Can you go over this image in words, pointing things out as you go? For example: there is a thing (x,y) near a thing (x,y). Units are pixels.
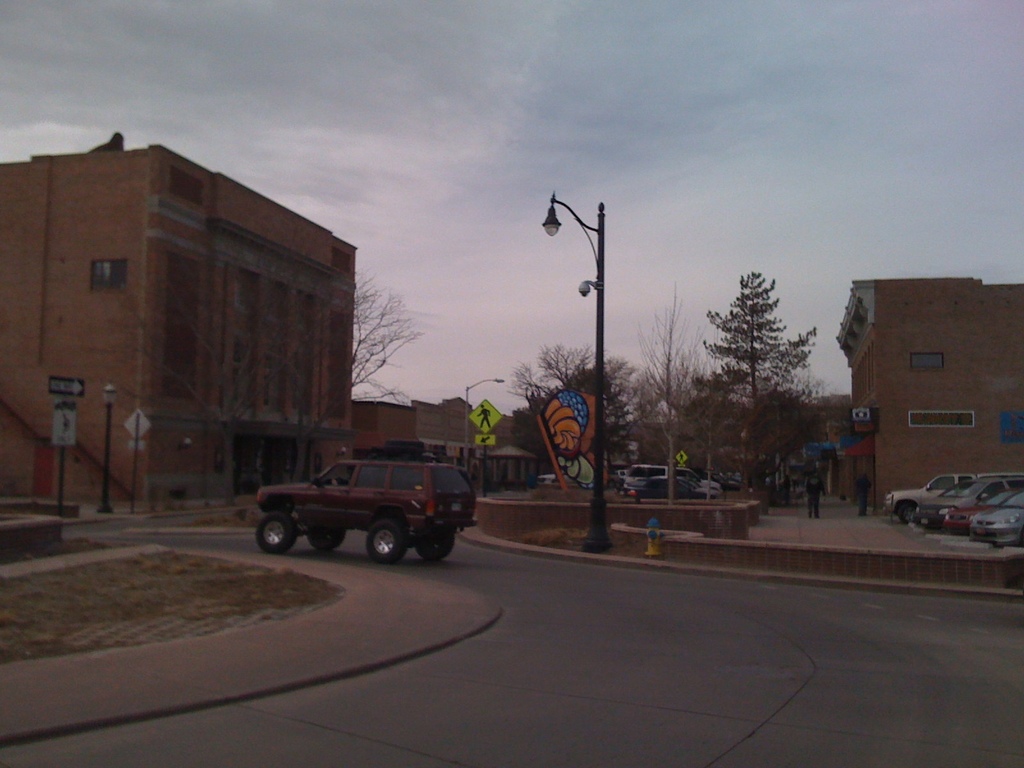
In this image I can see a road (511,569) and number of vehicles (961,510). I can also see few buildings (880,343), trees (611,400) and street lights (602,381). Here in background (354,90) I can see sky (742,125).
